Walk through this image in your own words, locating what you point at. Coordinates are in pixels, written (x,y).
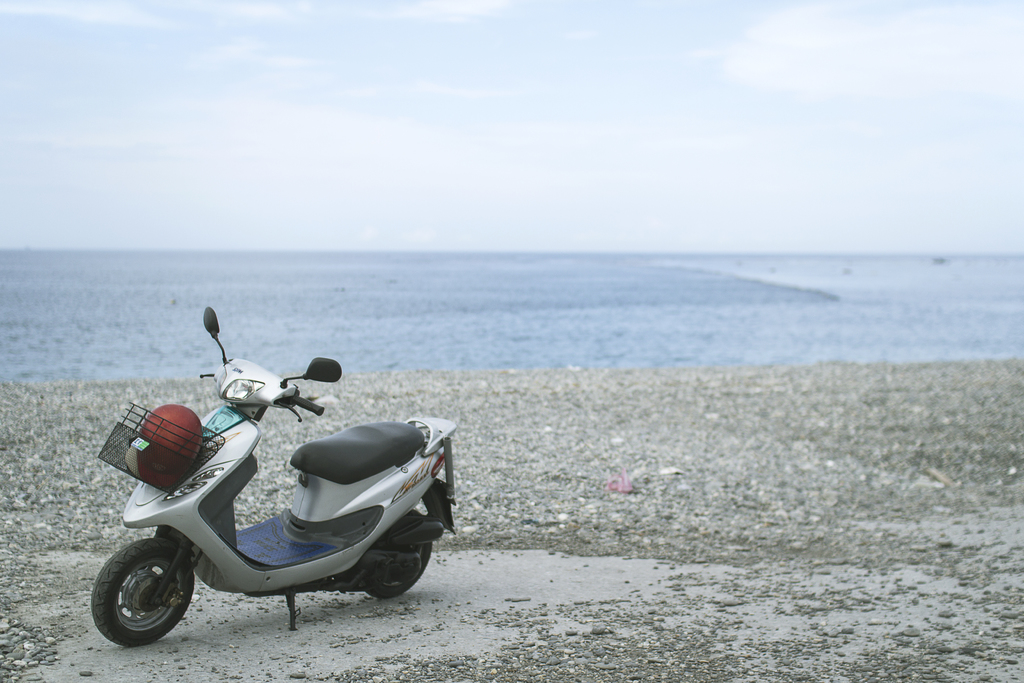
In this image, we can see a motorbike (185,513) with basket (174,469) is placed on the ground (444,578). In the basket (131,454), we can see some objects (167,482), ball (156,480). Background (800,279) there is a blur view. Here we can see the sea (496,294). Top of the image (501,120), there is a sky (477,126).
